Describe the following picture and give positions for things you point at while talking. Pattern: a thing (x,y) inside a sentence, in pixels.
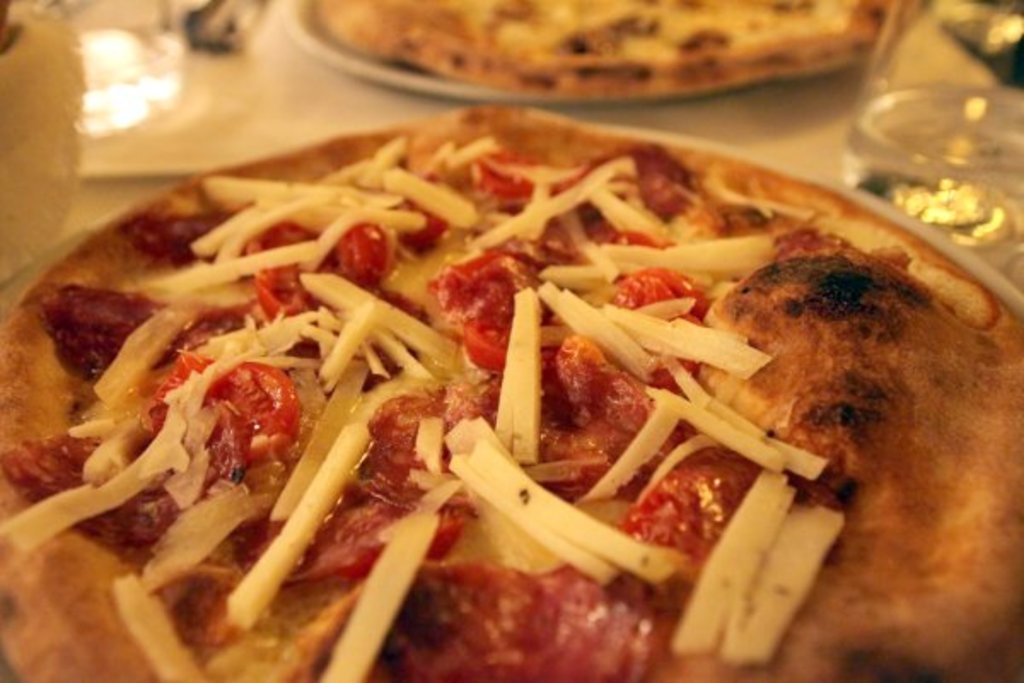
In this image there is a table (280,65), on that table (234,94) there are two plates (337,46), in that plates (468,65) there are pizzas (474,32) and there are glasses (914,164).
